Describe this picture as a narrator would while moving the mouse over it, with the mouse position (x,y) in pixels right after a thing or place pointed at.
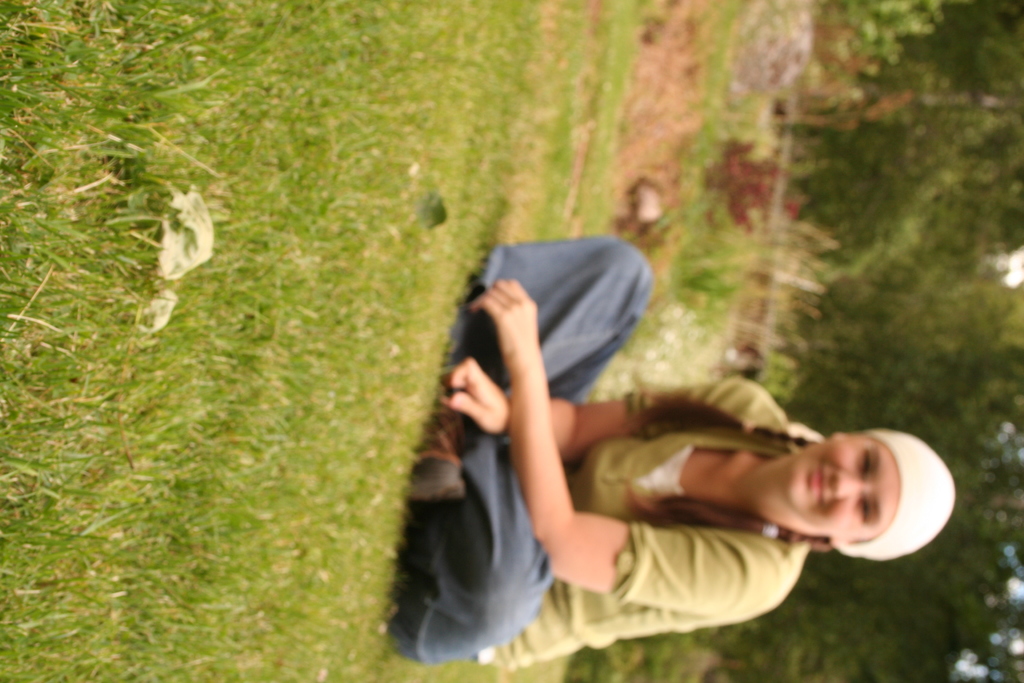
There is a girl (643,302) sitting on the grassland (223,252) in the foreground (715,591) and greenery (996,209) in the background area (881,301).
